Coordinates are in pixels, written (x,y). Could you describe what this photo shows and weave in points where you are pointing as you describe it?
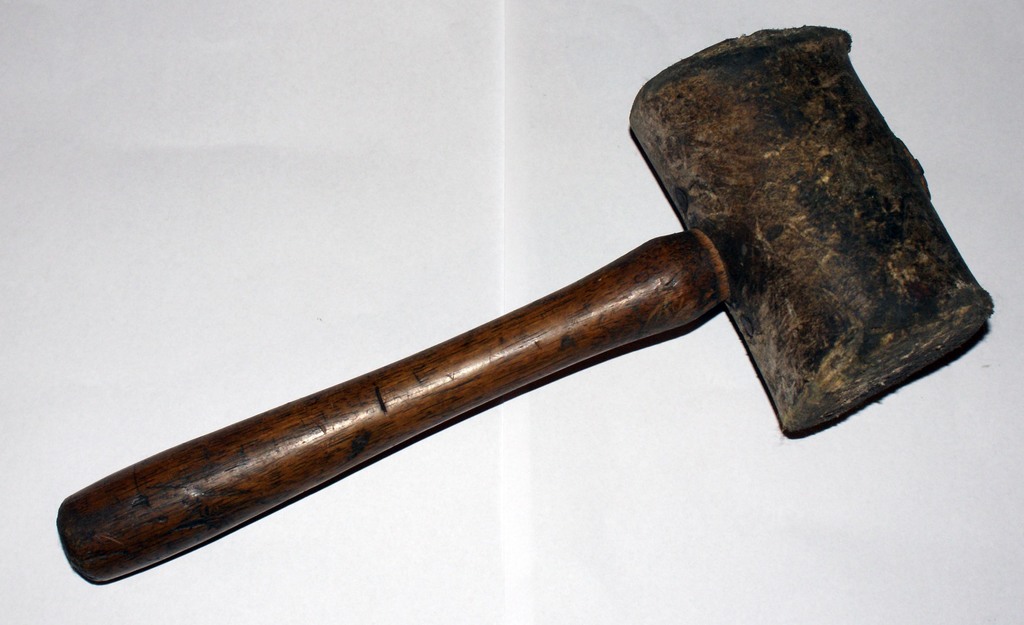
In this picture we can see a hammer (250,437) on a white surface (402,303).
